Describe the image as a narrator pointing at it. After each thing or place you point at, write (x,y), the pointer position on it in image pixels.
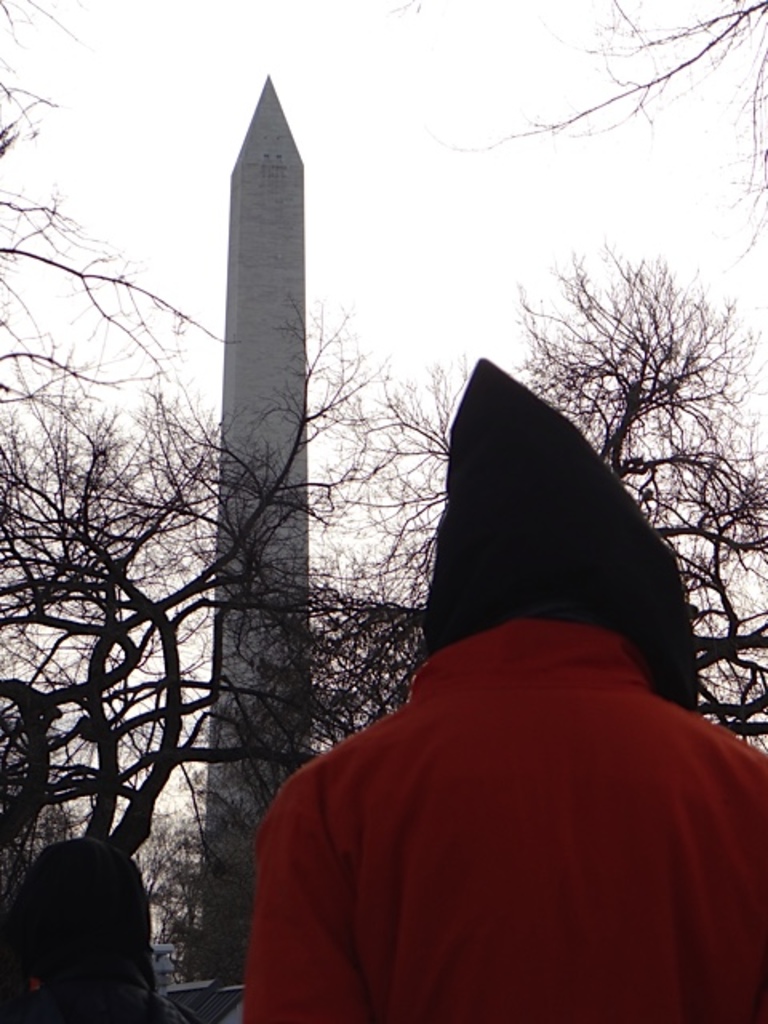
In the right bottom of the picture (612,850), we see a person (571,815) in red jacket (530,785) and the black cap (598,560) type is standing. Beside him, we see a person (69,969) is standing. In front of them, we see trees (283,618). In the background (279,537), we see a sharp edged pillar (235,379). At the top of the picture (371,176), we see the sky (457,177).
